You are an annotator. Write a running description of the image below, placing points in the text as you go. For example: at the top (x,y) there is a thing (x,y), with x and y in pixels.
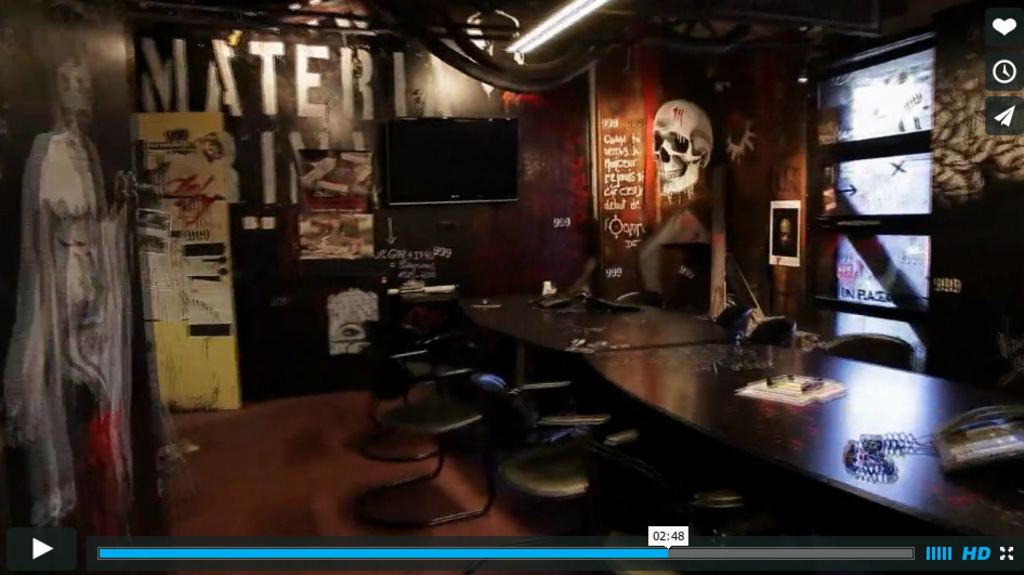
This image is a picture of a video, in this image there are chairs (628,534), tables (613,313) on that tables (615,354) there are telephone (961,437), papers (764,387) and few items (543,304) and in the background (109,251) there are walls (471,104) for that wall (667,119) there are monitor (392,190) and there is some text (635,169) and painting (682,117), at the top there is light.
